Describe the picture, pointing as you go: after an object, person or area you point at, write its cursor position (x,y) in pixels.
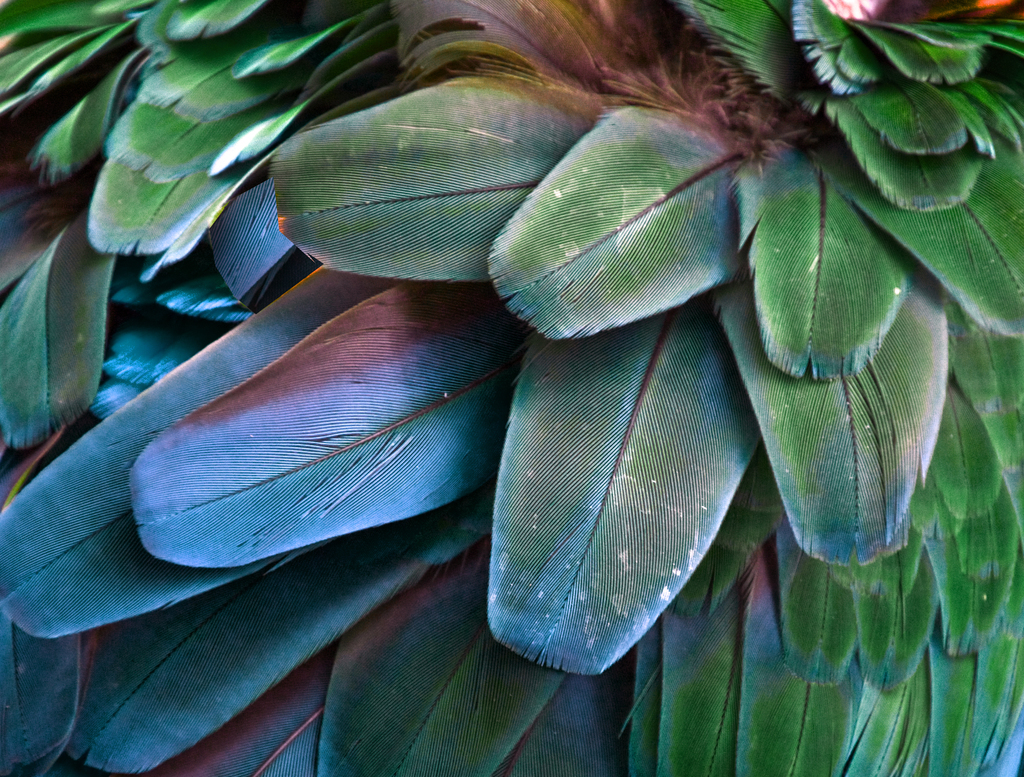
In this picture I can observe feathers (352,516) of a bird (532,200). These feathers (632,583) are in green color.
